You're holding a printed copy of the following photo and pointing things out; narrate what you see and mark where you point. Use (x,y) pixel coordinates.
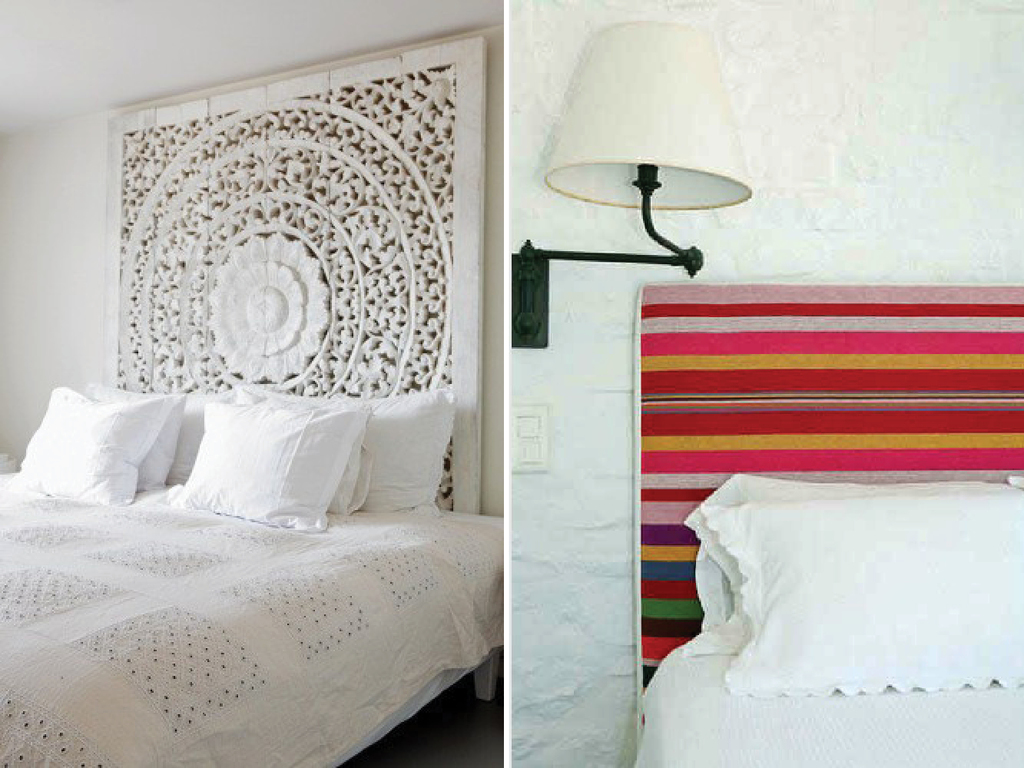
This is the image of a bedroom (439,512) where there is a white color frame (468,193) attached to the wall (11,242) and there is a bed (375,519) with white color blanket (133,767) and at the left side (158,463) there are 3 white pillows (186,407) and at the right side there are other 3 pillows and at the wall (563,235) there is white color lamp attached to it and there is a bed (657,584) with multi color frame (699,459) and there is a white blanket (652,722) with the 2 pillows (816,666) on it.
